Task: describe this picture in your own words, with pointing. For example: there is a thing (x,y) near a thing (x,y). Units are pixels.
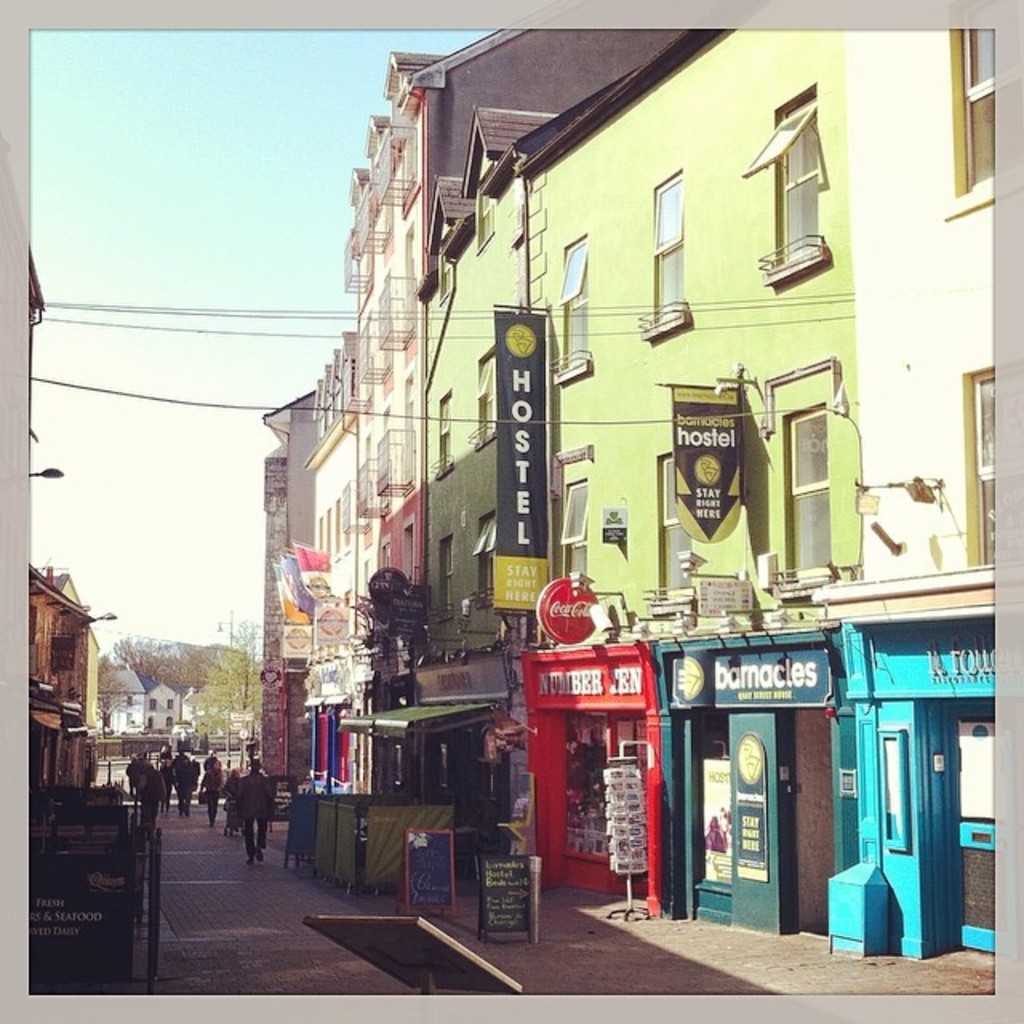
In the center of the image (657,416) we can see the sky (234,169), buildings (439,400), trees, banners (721,522), windows (678,558), boards (443,905) with some text (415,873), wires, few people (184,758) are walking and a few other objects (327,831).
